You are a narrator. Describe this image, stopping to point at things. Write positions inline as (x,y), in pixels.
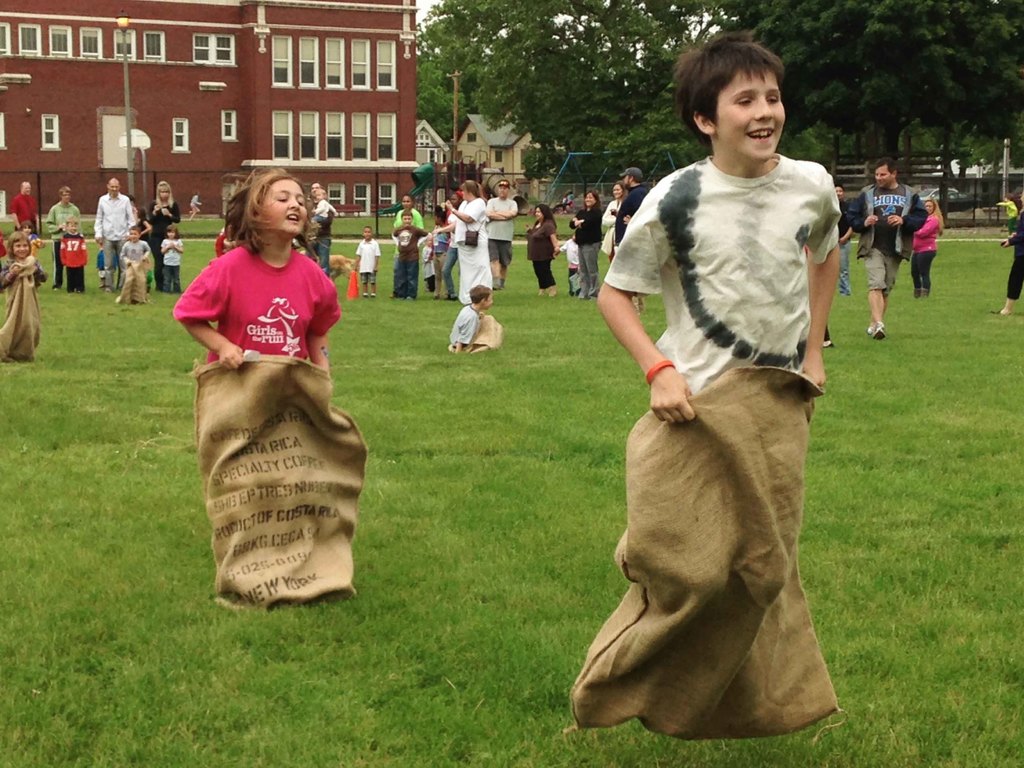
Here in this picture we can see a group of children (277,242) competing in a sack race on the ground (109,333), which is fully covered with grass (540,601) and we can see they are smiling and behind them we can see other number of people (317,243) standing and watching and we can also see a building (290,117) with windows (217,51) present and we can see lamp post (125,36) present and we can see plants (851,59) and trees (650,158) present.
